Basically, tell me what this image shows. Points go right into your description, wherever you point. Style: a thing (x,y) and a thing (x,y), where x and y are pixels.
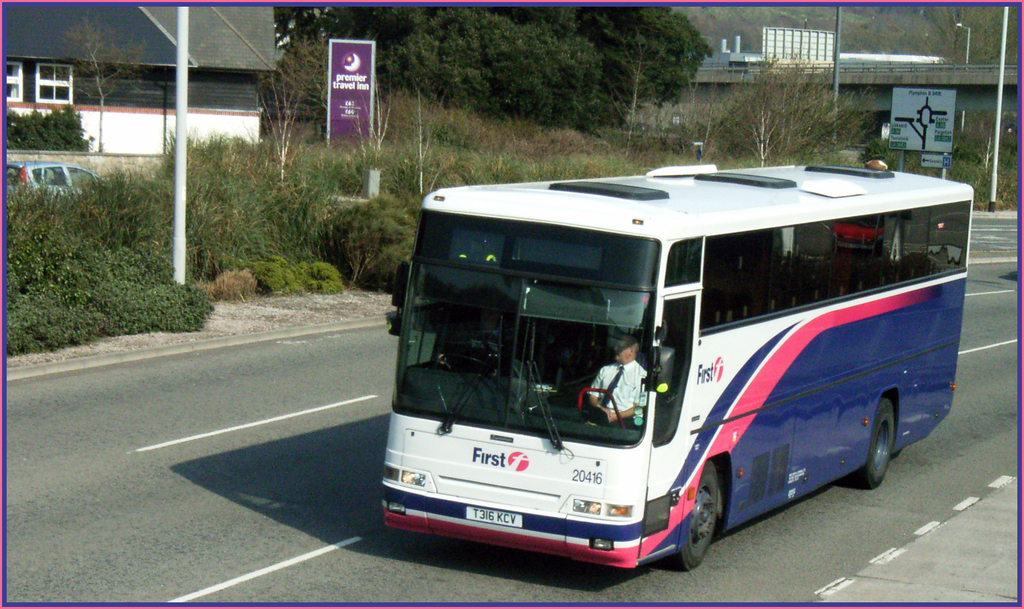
This image consists of trees (615,101) and bushes (83,141) at the top (429,128) and middle. There are buildings (160,12) at the top (54,66). There is a bus (699,357) in the middle (599,241). There is a person (608,374) sitting in that bus (520,439).
